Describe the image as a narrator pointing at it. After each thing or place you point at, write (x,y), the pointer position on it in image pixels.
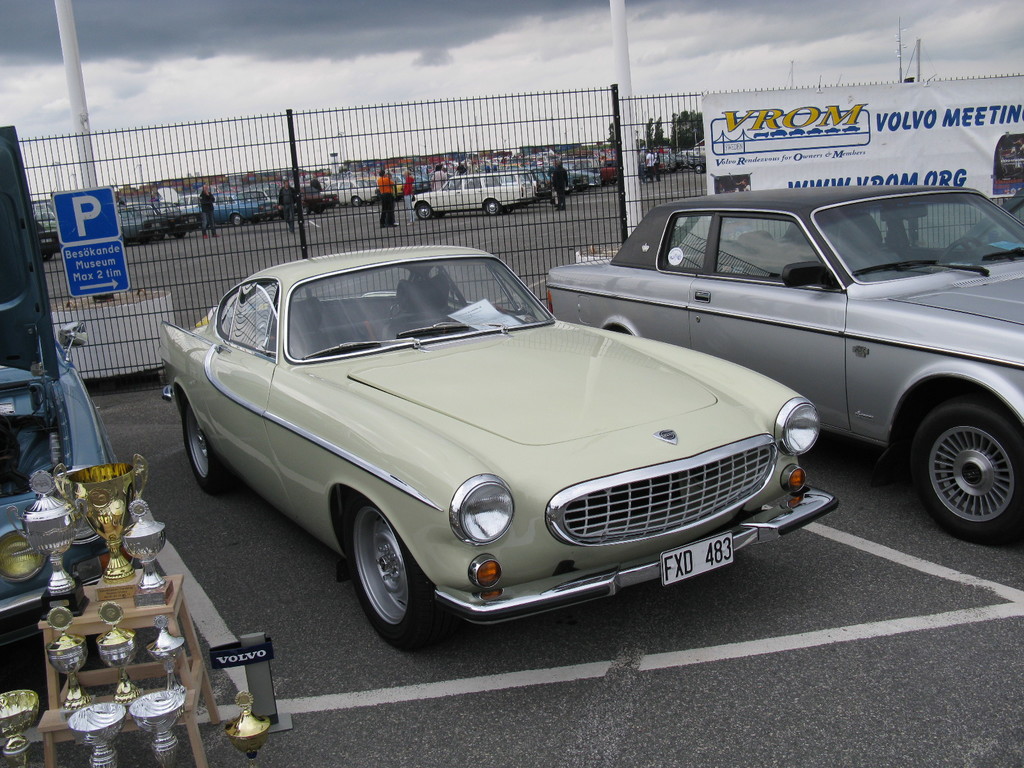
In this image I can see few vehicles (506,419). In front (490,418) the vehicle (632,469) is in cream color and I can see few trophies (150,704). In the background (450,190) I can see the railing (329,125), few people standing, few poles (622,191) and the sky (346,39) is in white and gray color.
